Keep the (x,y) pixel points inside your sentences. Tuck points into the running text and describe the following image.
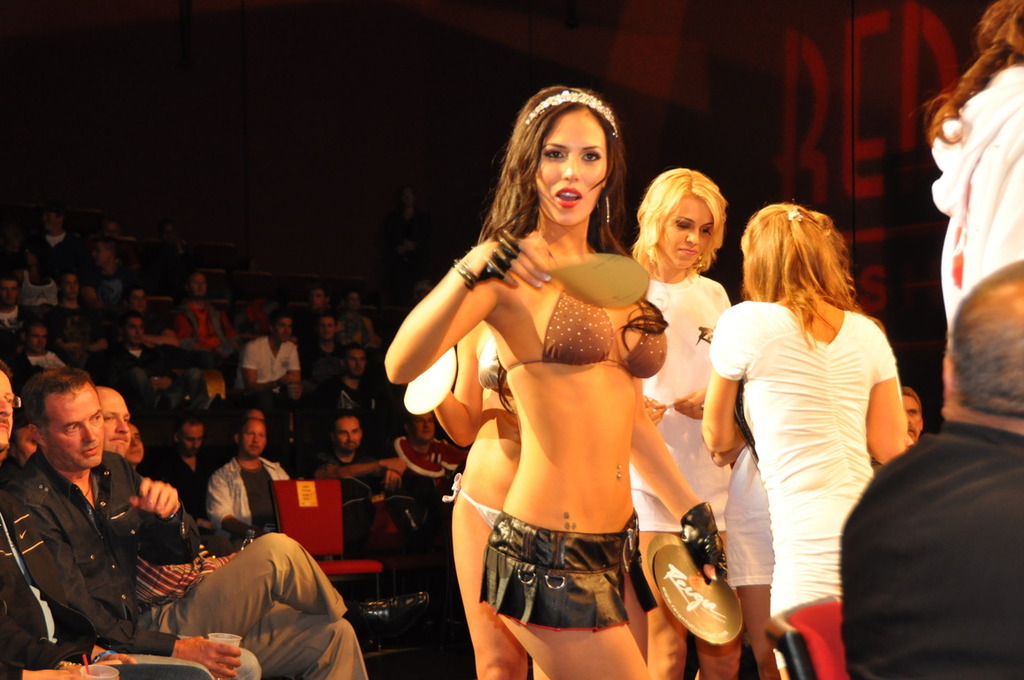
In this picture I can see on the left side (340,434) a group of people (87,420) are sitting on the chairs (265,279), on the right side (688,441) there are girls (727,397) standing, few girls (774,401) are wearing t-shirts (684,376).
